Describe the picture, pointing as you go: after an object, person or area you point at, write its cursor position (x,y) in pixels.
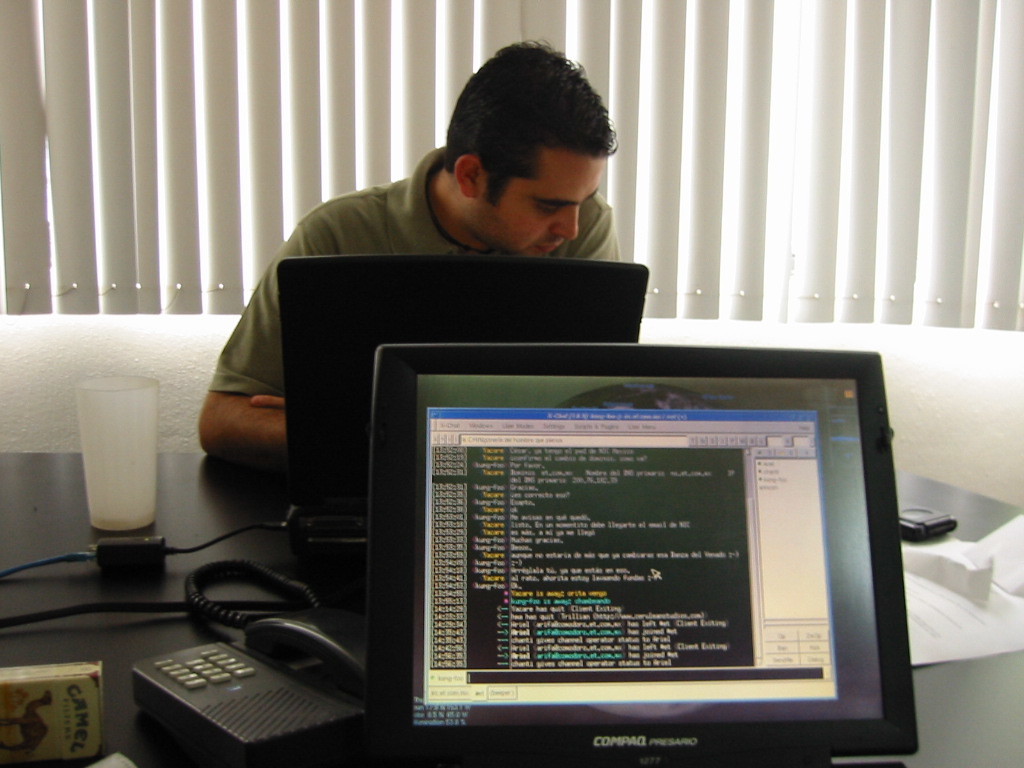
In the picture I can see a table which has a laptop (316,301), desktop (566,585), telephone (238,660) and some other objects (933,590) on it and there is a person (349,221) and some other objects (942,573) in the background (349,235).
